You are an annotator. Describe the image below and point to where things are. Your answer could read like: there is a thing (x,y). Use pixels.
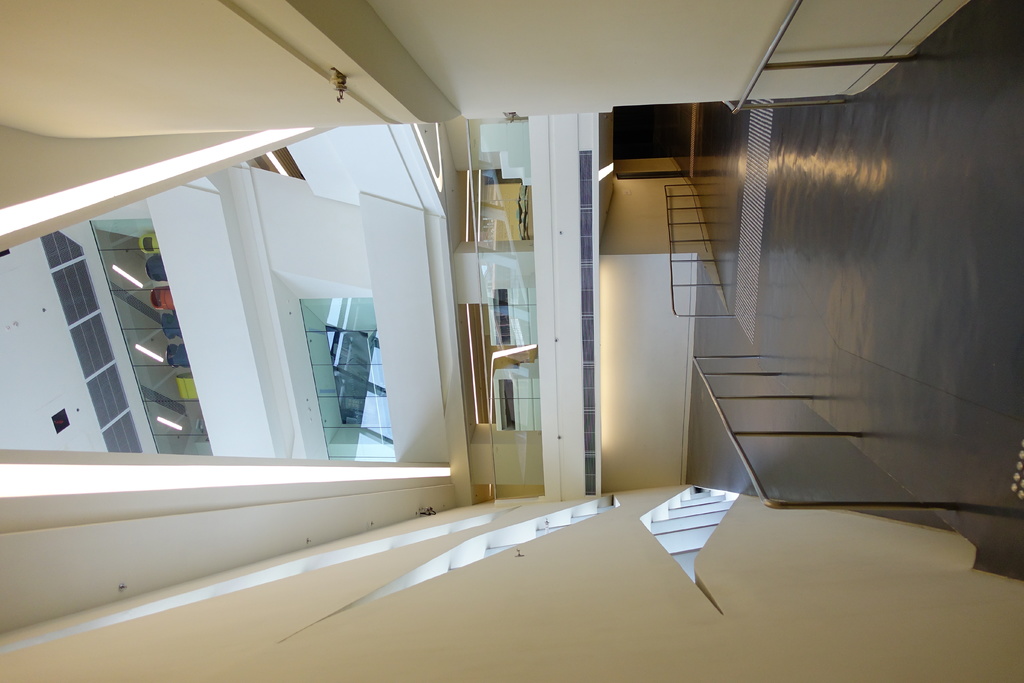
In this image I can see the inner part of the building (768,407) and I can see few glass walls (379,345), lights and I can also see the railing (776,432) and the wall (598,595) is in cream color.
